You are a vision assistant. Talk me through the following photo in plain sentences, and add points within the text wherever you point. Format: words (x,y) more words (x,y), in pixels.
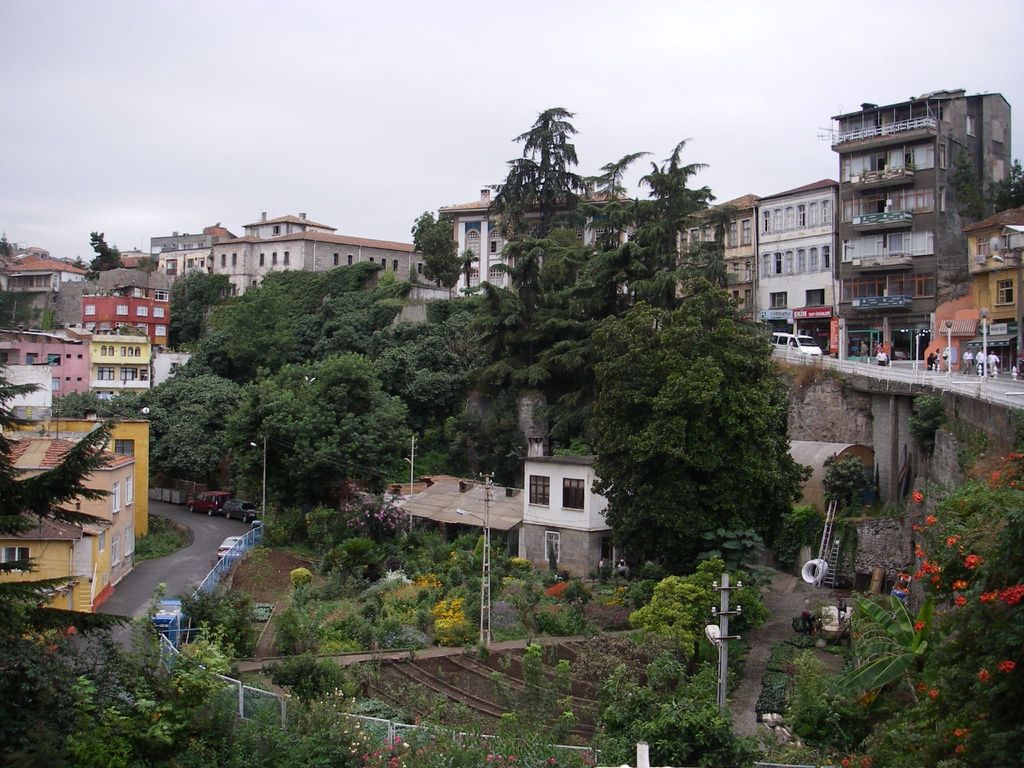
There are some trees (325,492) and some buildings (506,537) as we can see at the bottom of this image, and there are some buildings (161,261) in the background (918,235). There are some persons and a white color vehicle (795,343) on the right side of this image (812,342). There is a pole (725,706) at the bottom of this image (728,674) and there is a sky (408,152) at the top of this image (424,86).
